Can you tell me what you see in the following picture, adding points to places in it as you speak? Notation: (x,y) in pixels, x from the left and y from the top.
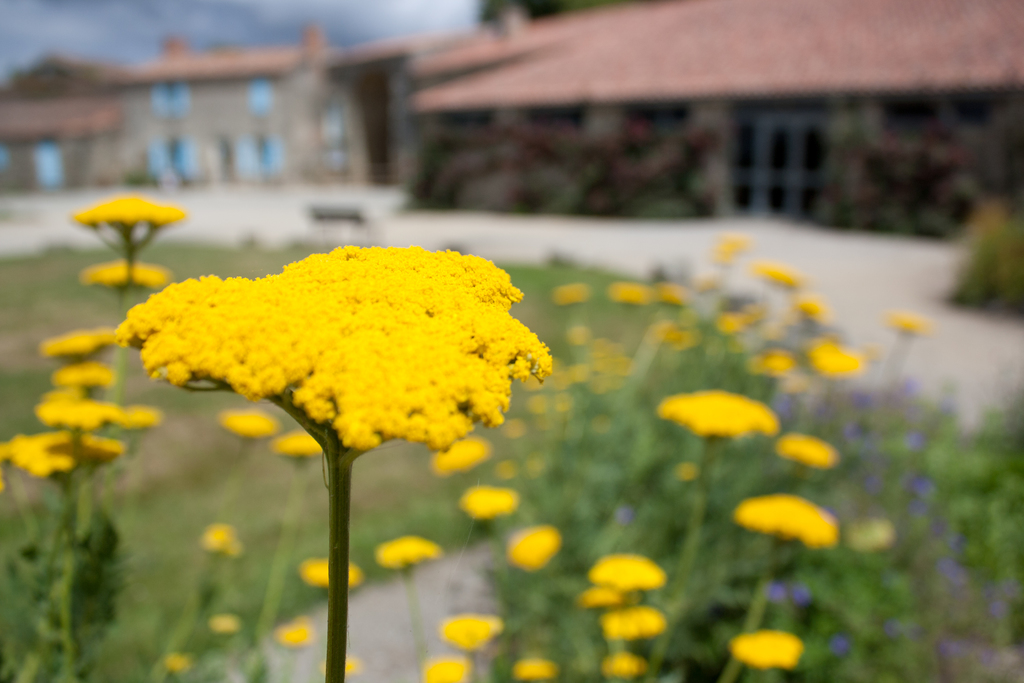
In this picture I can observe yellow color flowers (308,320) to the plants (496,447). In the background (332,107) there are houses (307,117) and I can observe sky (251,34).
